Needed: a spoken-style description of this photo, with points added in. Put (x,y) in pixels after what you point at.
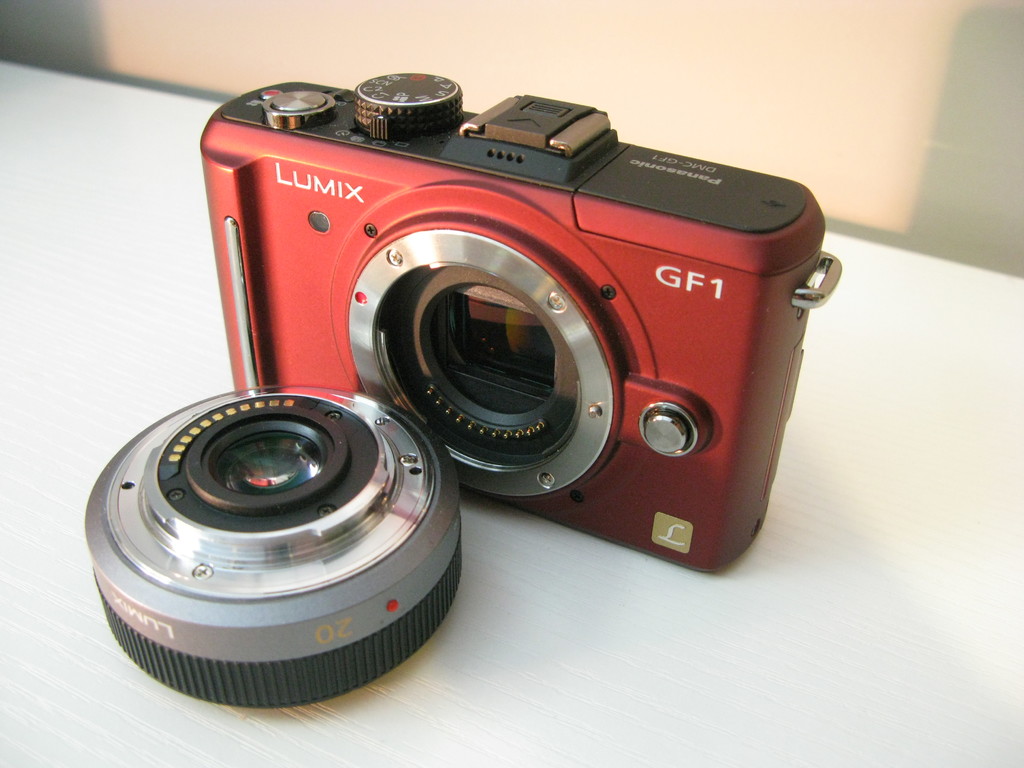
It's a camera (511,183) which is dark red color, left side (302,686) it is camera lens (314,547).
